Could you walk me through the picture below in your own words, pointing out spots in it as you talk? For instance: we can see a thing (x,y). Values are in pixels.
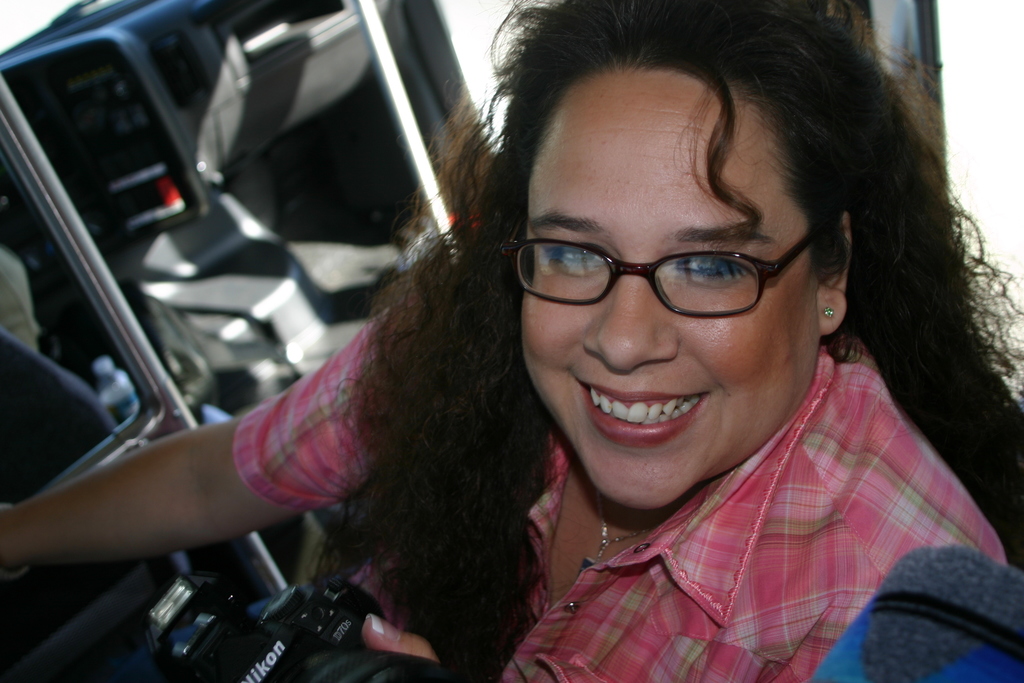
There is a woman (621,451) in this picture smiling and she is wearing spectacles (678,255). She is holding a camera (253,622) in her hand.
